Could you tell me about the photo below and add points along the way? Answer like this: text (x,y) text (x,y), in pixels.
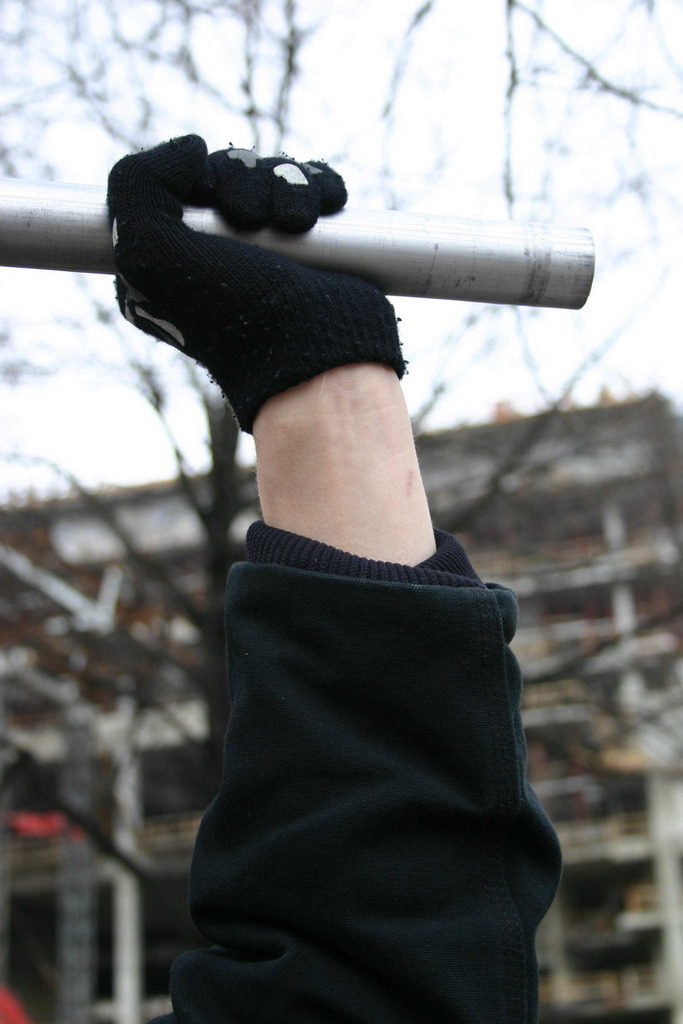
This is a zoomed in picture. In the center (288,405) we can see the hand (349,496) of a person (349,653) wearing black color gloved hand (329,271) holding a metal rod (436,253). In the background (596,395) there is a building (555,454) and the sky (346,111).
